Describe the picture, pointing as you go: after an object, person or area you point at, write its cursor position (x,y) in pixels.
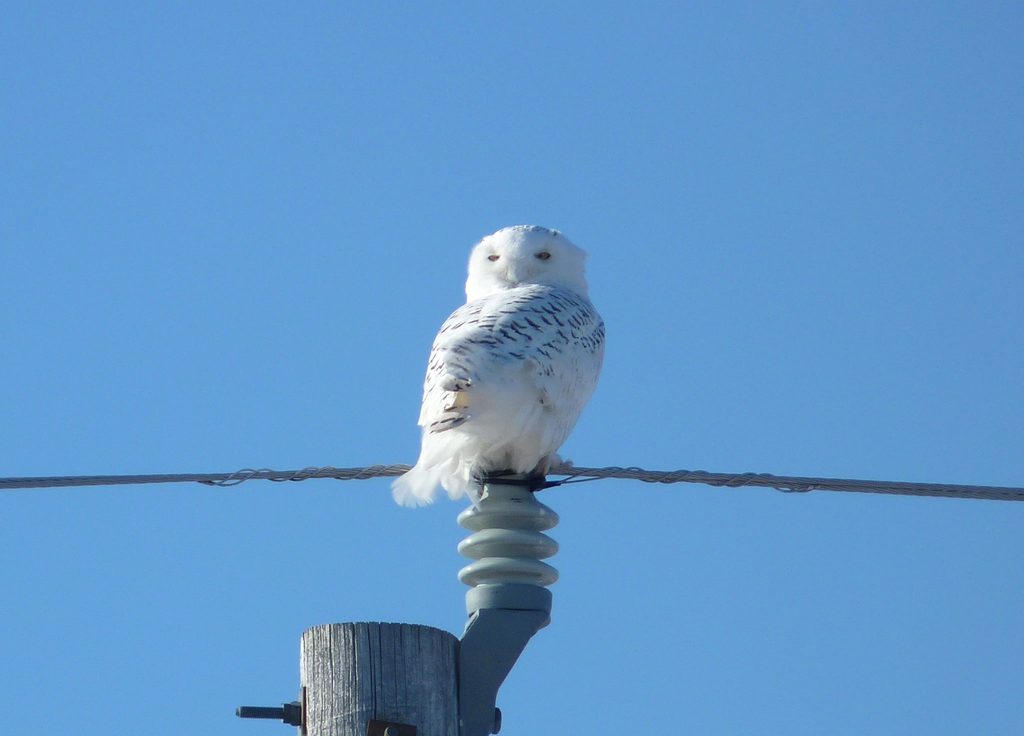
In this image we can see a snowy owl (470,359) on the current pole (444,654). Here we can see the wires (147,477) and the blue color sky (514,140) in the background (392,149).
